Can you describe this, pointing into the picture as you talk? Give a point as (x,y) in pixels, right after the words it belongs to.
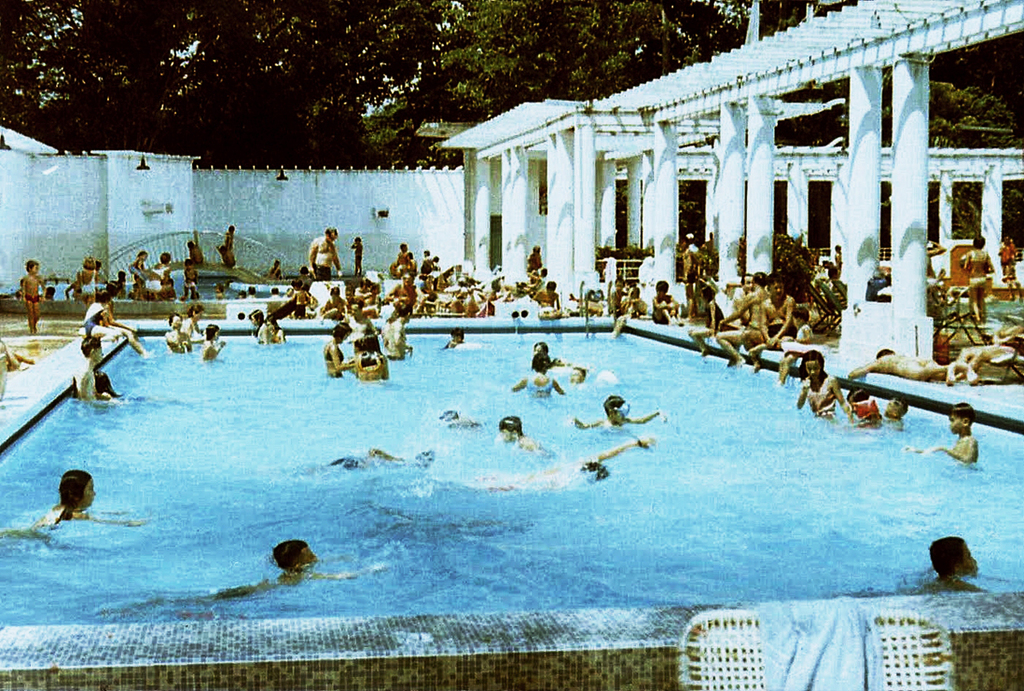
In this picture we can see a swimming pool (552,399) in the front (501,448), there are some people (502,482) in the water (170,453), we can see some people (729,323) are sitting and some people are standing, on the right side (812,202) there are pillars (601,202), we can see trees (507,51) and a wall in the background (385,60), there is a chair (891,651) and a cloth (858,656) at the bottom (680,683).
